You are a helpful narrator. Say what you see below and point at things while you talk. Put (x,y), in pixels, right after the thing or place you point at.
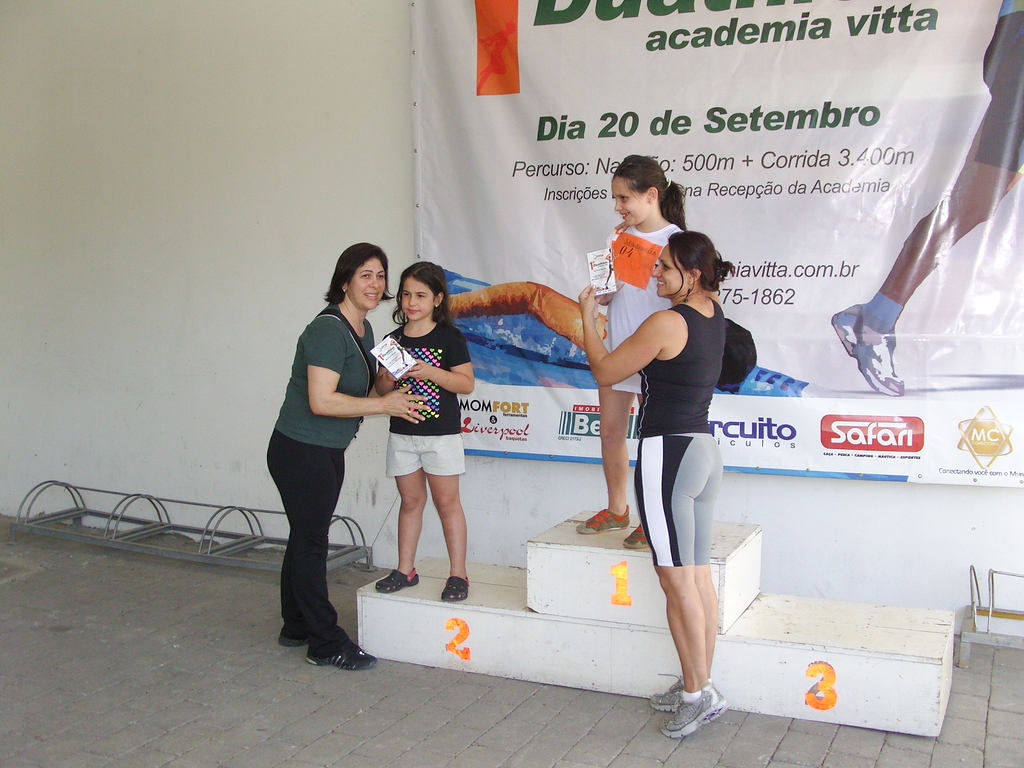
In this image there are four people (678,500), two (682,505) are standing on the surface (440,674), two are standing on the wooden structure (640,646) in which there are numbers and they are holding a card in their hands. In the background (584,132) there is a banner (790,127) with some text (749,118) and images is hanging on the wall (369,147).
